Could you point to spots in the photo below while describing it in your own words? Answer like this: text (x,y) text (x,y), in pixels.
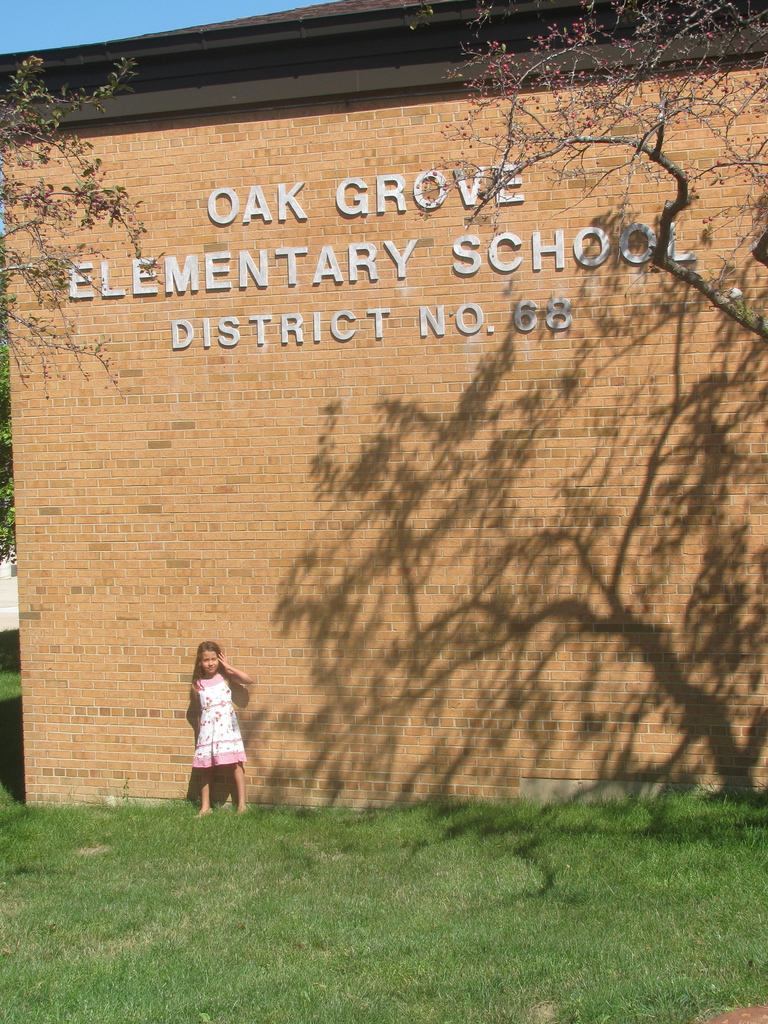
In this image there is a wall (513,442) in the middle (505,475). In front of the wall (204,557) there is a girl (222,683). At the bottom (336,901) there is grass (301,878). There are trees (126,218) on either side of the wall (713,236). On the wall (319,283) there is some text (354,255).
